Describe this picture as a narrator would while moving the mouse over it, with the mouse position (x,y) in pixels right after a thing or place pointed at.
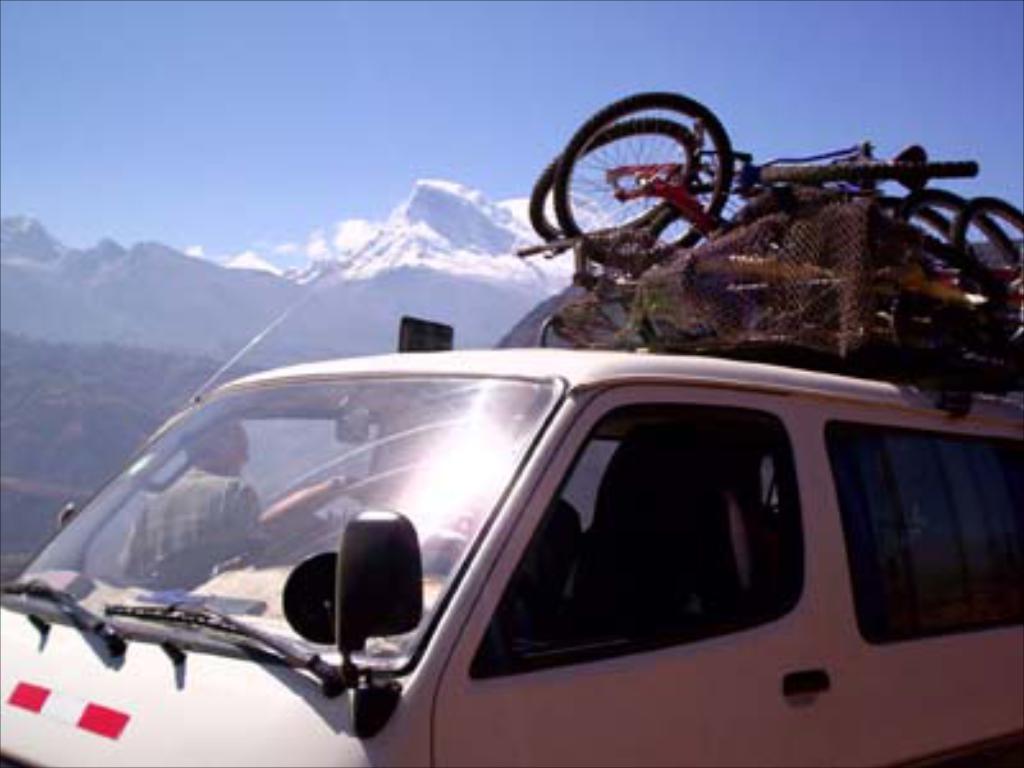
In this image we can see there is the vehicle (446,472). On top of the vehicle (822,590) we can see the bicycles (916,288). And at the back (251,314) there are mountains (163,335) and the sky (363,148).
